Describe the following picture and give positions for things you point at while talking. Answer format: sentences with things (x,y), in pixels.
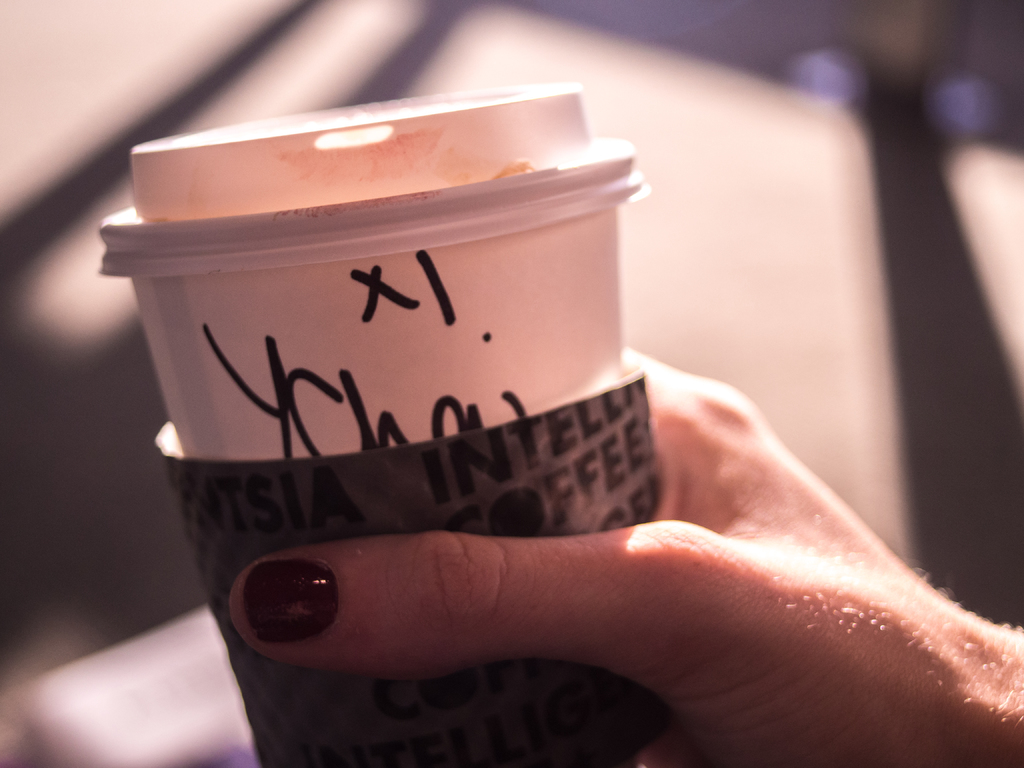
In this image there is a person's hand (817,625) which is holding a white glass (425,375). On the thumb nail (282,611) there is a brown color paint (307,602).
